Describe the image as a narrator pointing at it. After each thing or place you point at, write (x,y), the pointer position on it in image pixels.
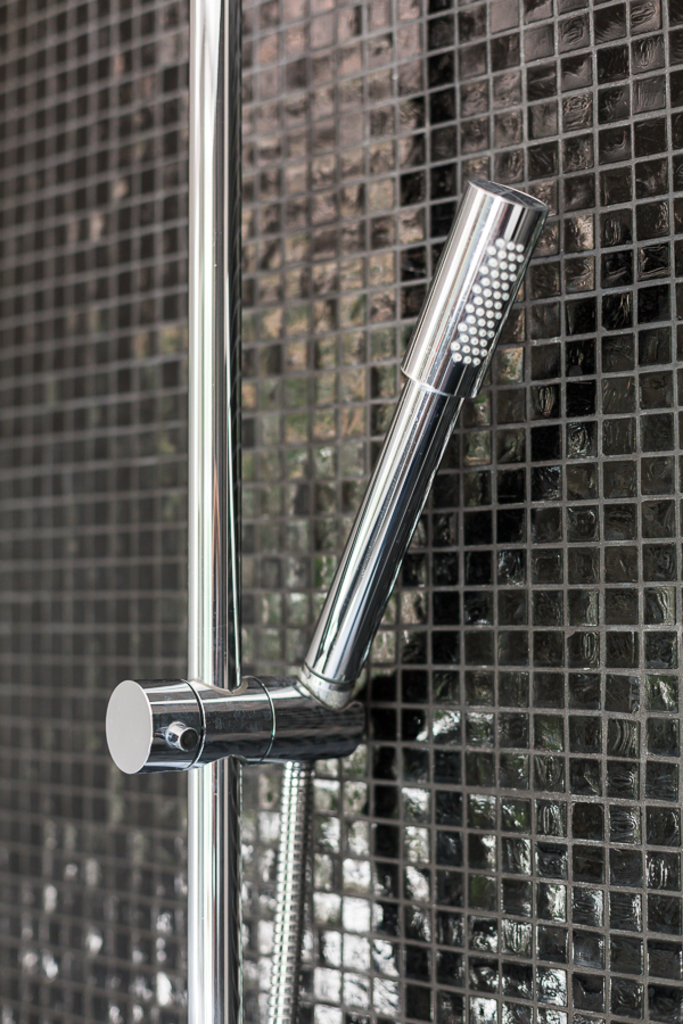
In the foreground of this image (207,634), there is a shower (354,570) to the wall (585,697).
